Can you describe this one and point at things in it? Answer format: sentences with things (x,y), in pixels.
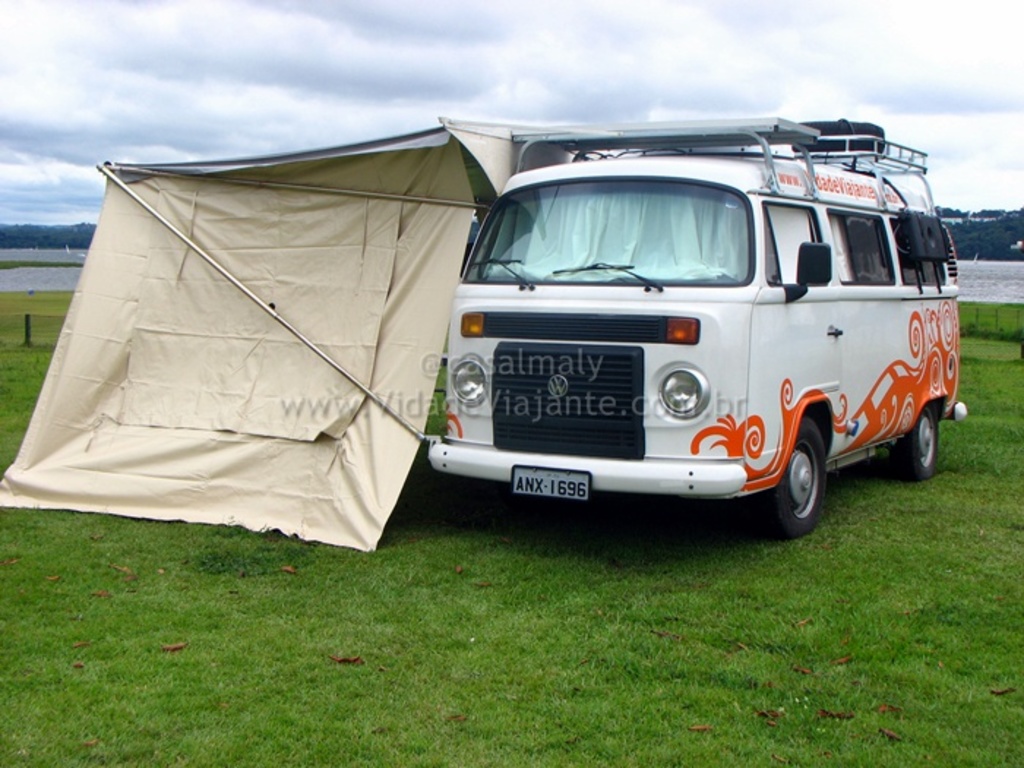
In this picture we can see the grass (463,682), vehicle (638,436), tent (326,301), rods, water (1000,271), trees (982,228), pole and in the background (327,133) we can see the sky (391,89) with clouds (432,61).
